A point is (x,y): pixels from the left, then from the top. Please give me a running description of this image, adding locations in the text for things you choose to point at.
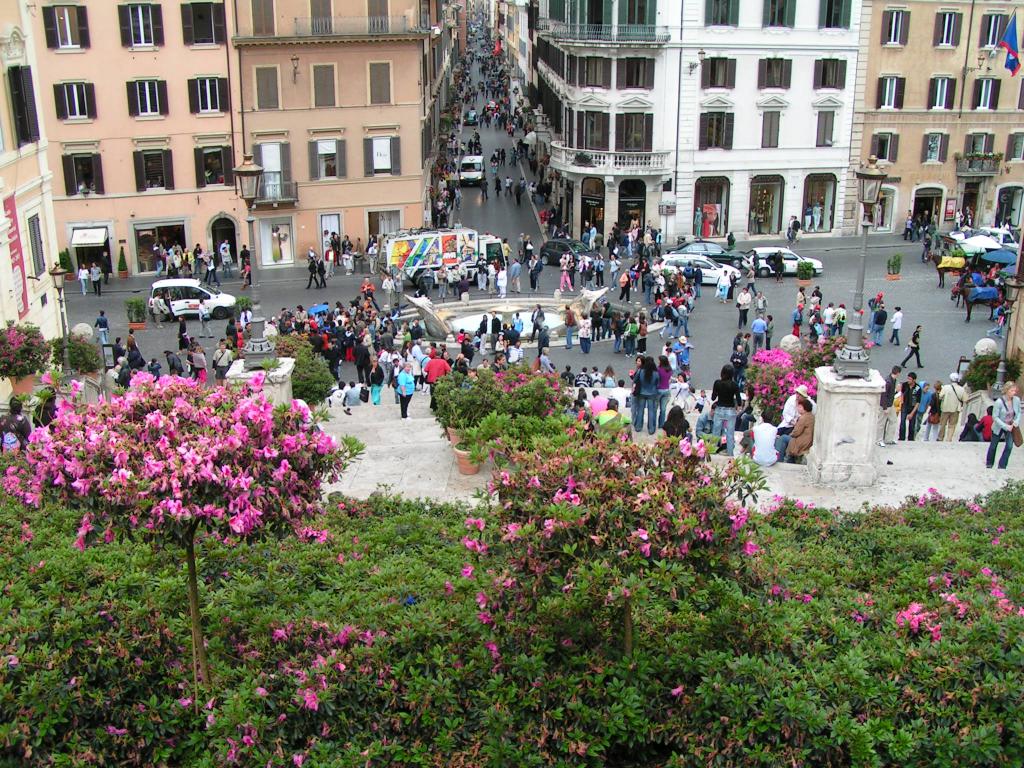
Here we can see crowd (488,268) and there are vehicles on the road (963,314). Here we can see plants (441,597) with flowers (288,481), poles (261,335), lights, flag (1013,51), and boards (953,200). In the background (953,200) there are buildings (1005,187).
